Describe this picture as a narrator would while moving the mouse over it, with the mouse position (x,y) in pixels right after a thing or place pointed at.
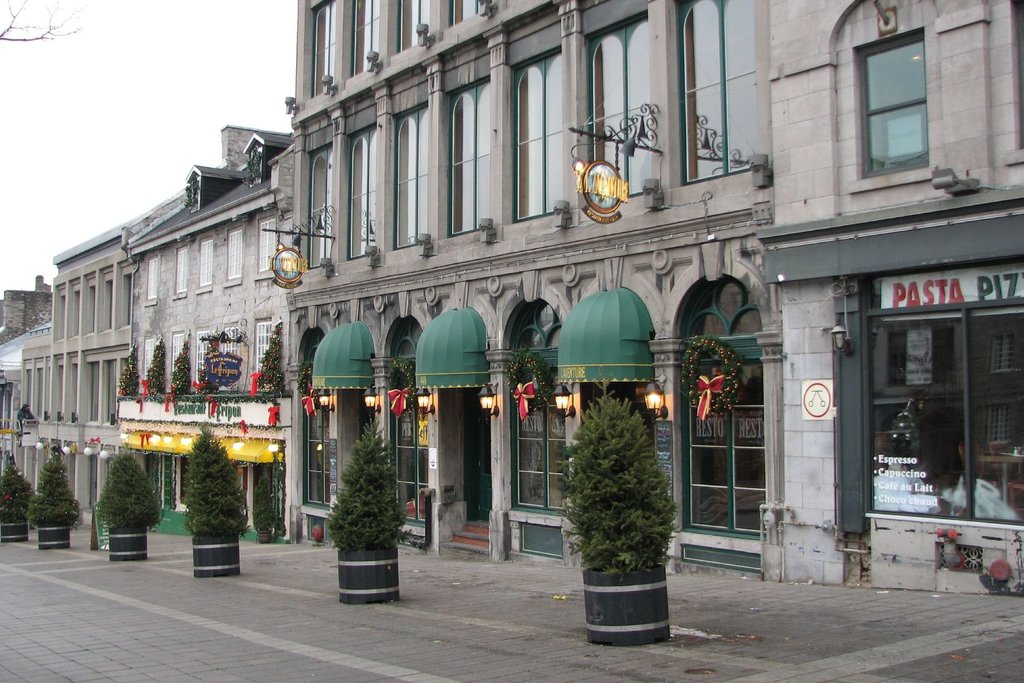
In this image we can see few buildings (515,208), there are few plants (375,511) in front of the buildings (544,527), we can see few lights (327,400) and decorative items (402,384) on the buildings (244,384), there are glass windows (872,355), we can see sky (138,60) and there is a branch (56,37) of a tree (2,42).
